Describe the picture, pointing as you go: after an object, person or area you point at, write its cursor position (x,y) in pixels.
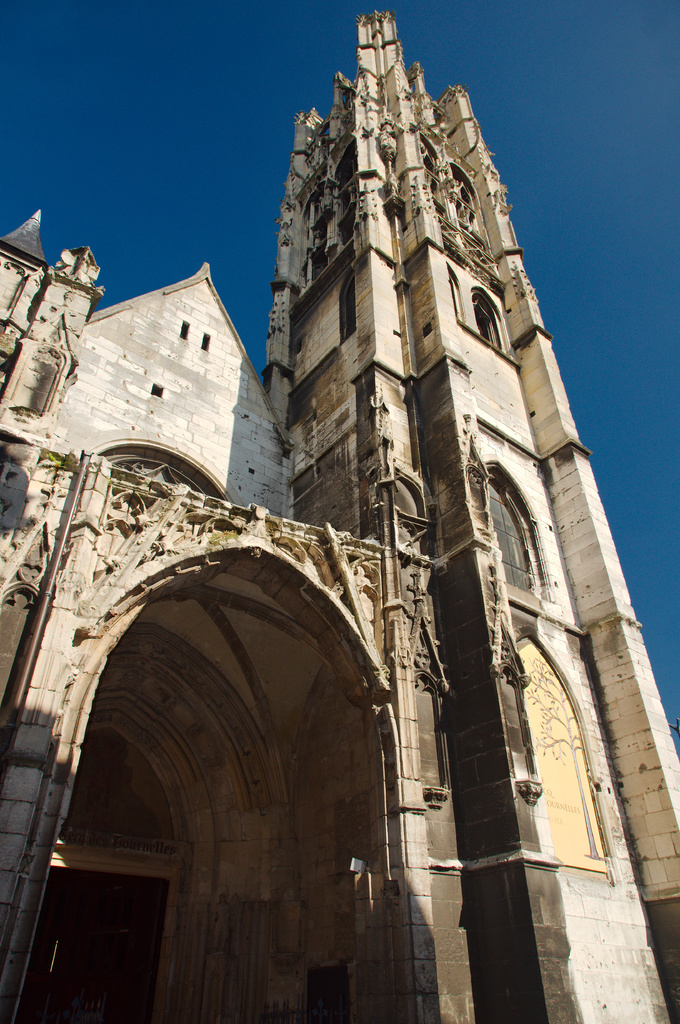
In this picture we can see a building (457,840) and we can see sky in the background (243,249).
